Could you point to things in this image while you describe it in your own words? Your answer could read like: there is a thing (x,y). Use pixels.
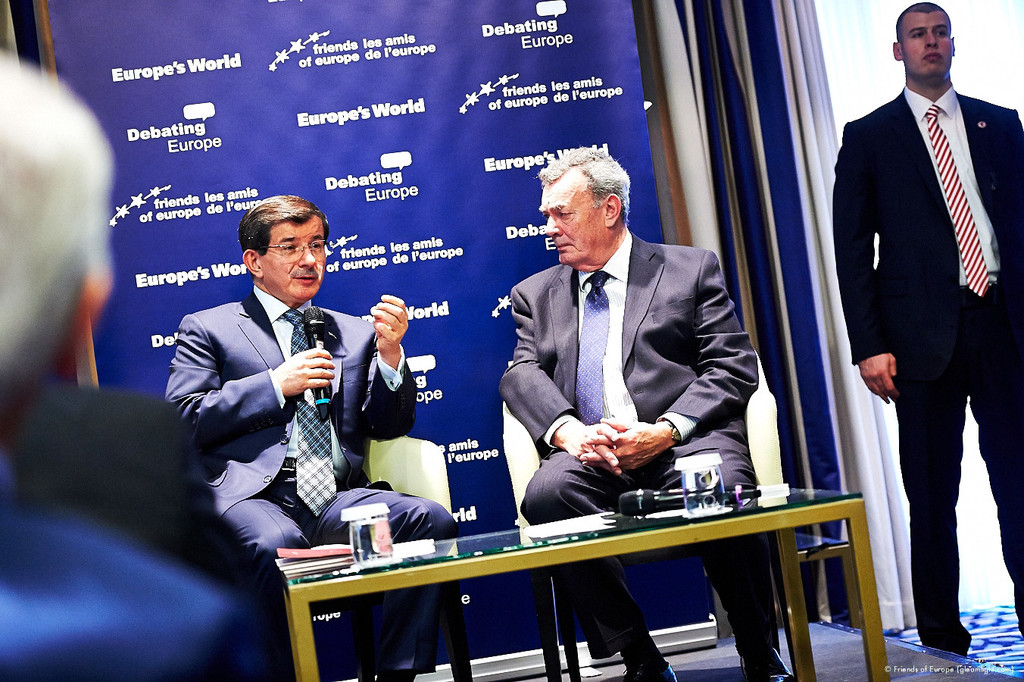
In this picture we can see there are three people (272,418) sitting on chairs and a man (940,376) is standing on the path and a man (308,363) is holding a microphone (325,389). In front of the people (281,493) there is a table (325,575) and on the table (337,571) there are glasses (705,503), papers (320,555) and a microphone (652,497). Behind the people (26,392) there is a banner (318,146) and curtains (757,112).
